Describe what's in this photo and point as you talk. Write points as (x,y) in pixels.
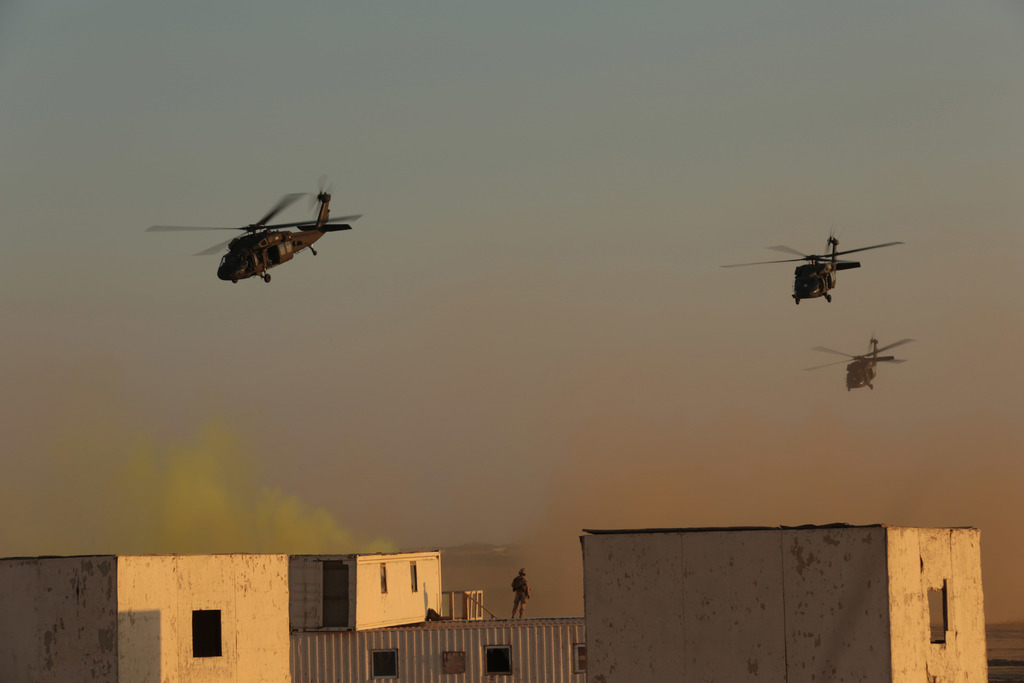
In this image there are three helicopters (867,370) in the sky (464,357). At the bottom of the image (770,575) there are buildings (826,610), on the one of the buildings (845,606) there is a person (520,590) standing.
